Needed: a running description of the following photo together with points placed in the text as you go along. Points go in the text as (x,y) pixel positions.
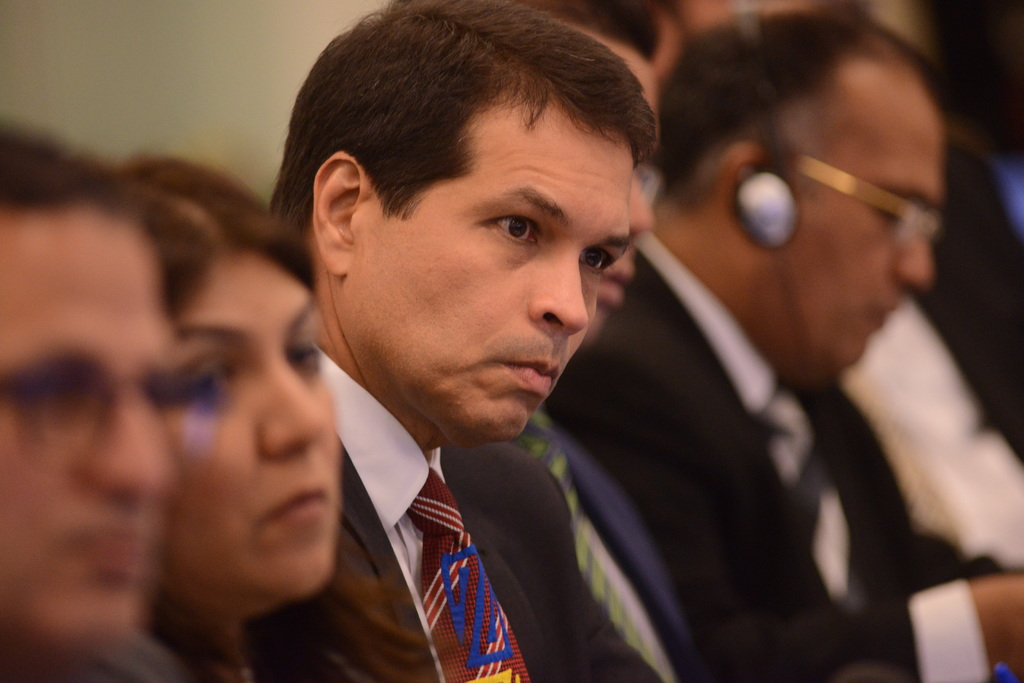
In this image we can see a few people (391,500) and among them some are wearing suit (669,517) and we can see the wall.
